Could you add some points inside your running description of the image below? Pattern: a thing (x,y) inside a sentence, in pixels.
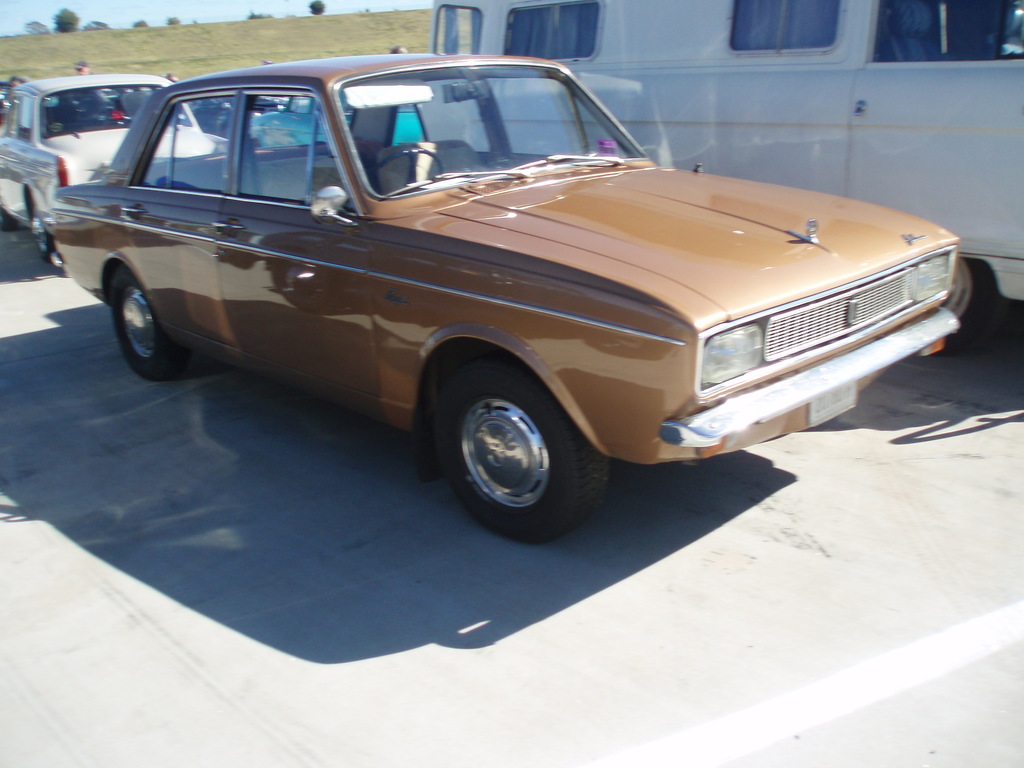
In this image there are vehicles (96,85), people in the background (111,117). There are trees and grass (6,39) in the background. There is sky (17,33) at the top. And there is road (791,444) at the bottom (703,617).
